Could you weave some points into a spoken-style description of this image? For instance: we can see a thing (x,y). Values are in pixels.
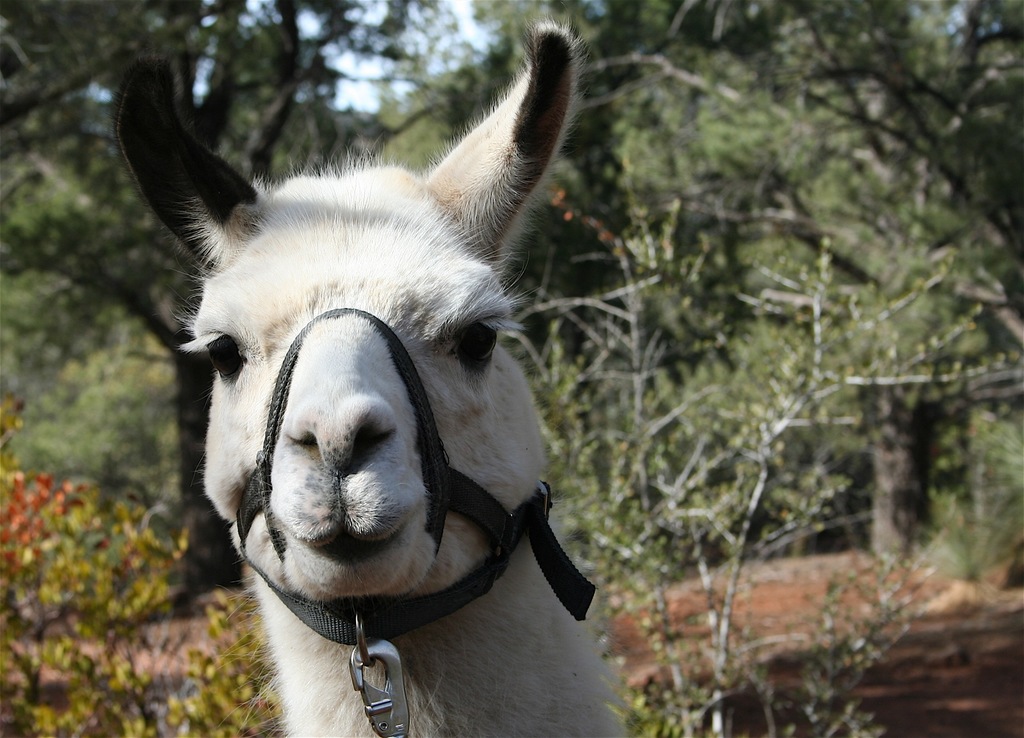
There is an animal (413,433) present at the bottom of this image (434,549). We can see trees (591,300) in the background (599,239).
